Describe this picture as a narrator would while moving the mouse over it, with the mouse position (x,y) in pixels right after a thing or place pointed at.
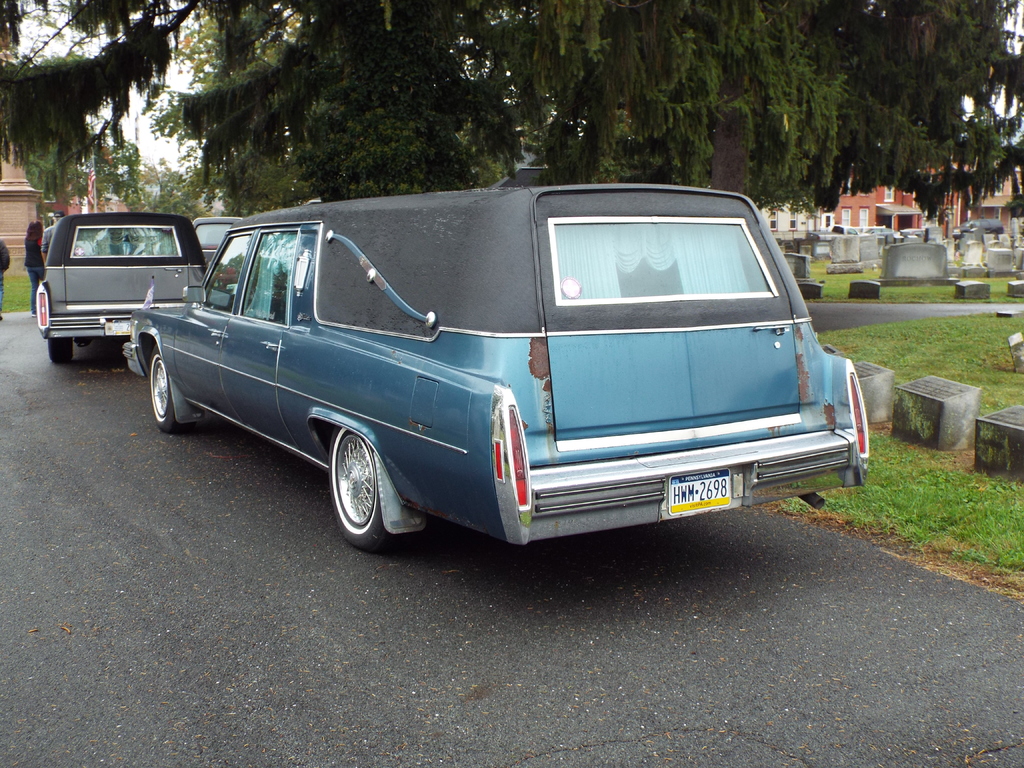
In this image few vehicles (166,268) are on the road (563,671). Right side (820,280) there is grassland (916,297) having cemetery (854,274). Behind it there are few buildings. Left side of image (34,251) there are few people (40,229) walking on the road (24,321). Behind it there is a building (22,208). Background (616,122) there are few trees (323,111).
